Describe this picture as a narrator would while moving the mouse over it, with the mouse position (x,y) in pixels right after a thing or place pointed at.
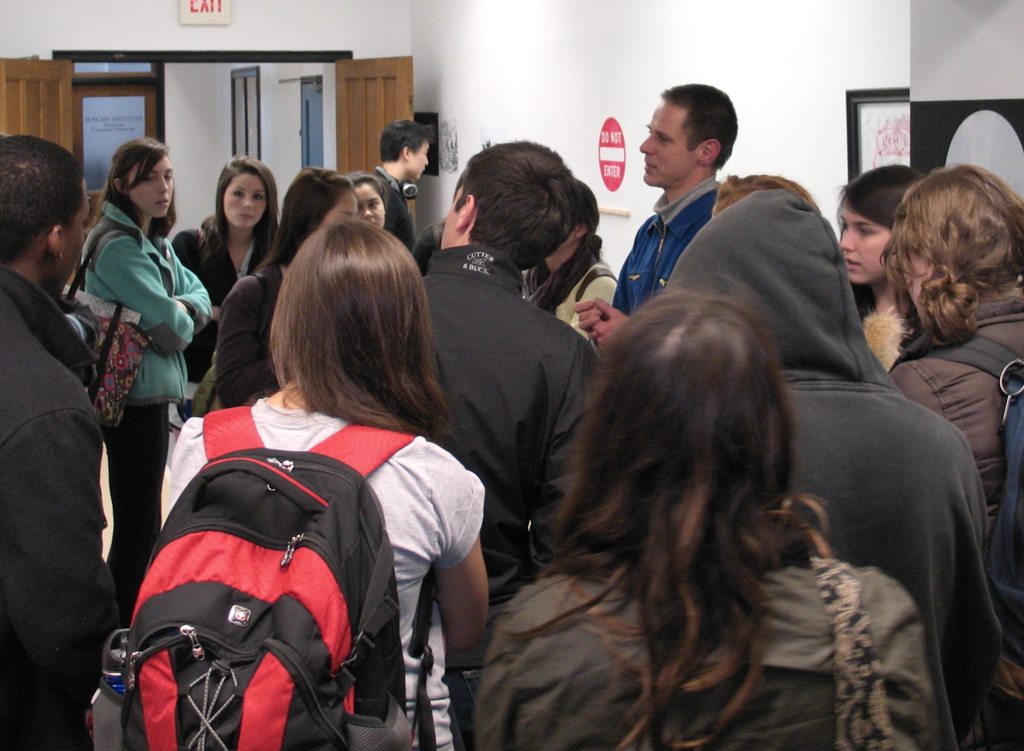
This is the picture inside the room (447,41). In this image there are group of people (575,443). At the back (382,129) there is a door (100,89) and there are frames (880,162) on the wall (864,75).
